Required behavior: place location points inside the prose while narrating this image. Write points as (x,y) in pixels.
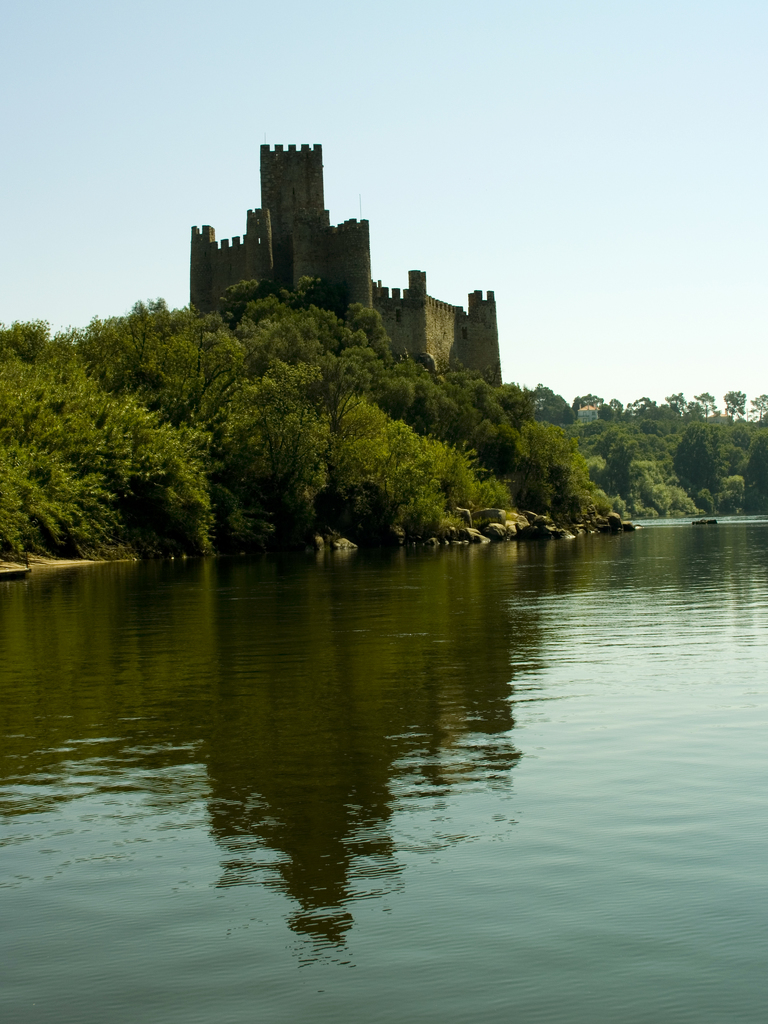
In this image I can see the lake (391,820), at the top (93,169) I can see the sky (717,93) and trees (109,388) and building (297,261).
